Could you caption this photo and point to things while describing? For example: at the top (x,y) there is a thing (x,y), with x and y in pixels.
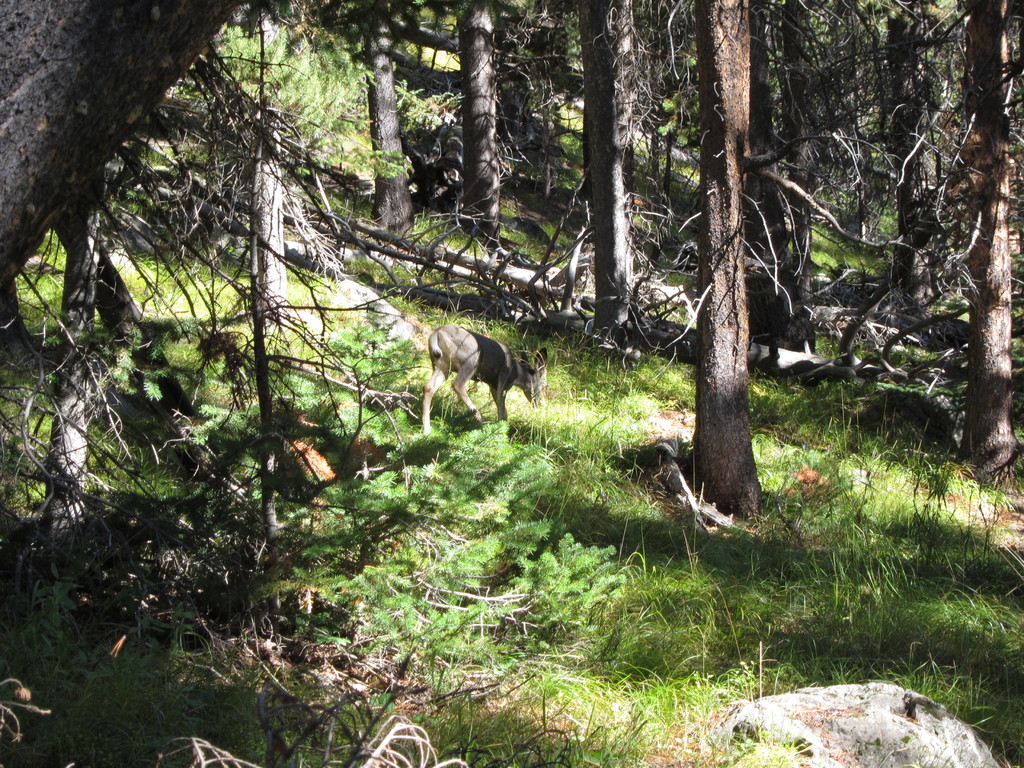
In this image I can see the ground (726,637), some grass (716,582) on the ground (772,562), a rock (805,714) and few trees (659,123). I can see an animal (485,351) is standing on the ground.
